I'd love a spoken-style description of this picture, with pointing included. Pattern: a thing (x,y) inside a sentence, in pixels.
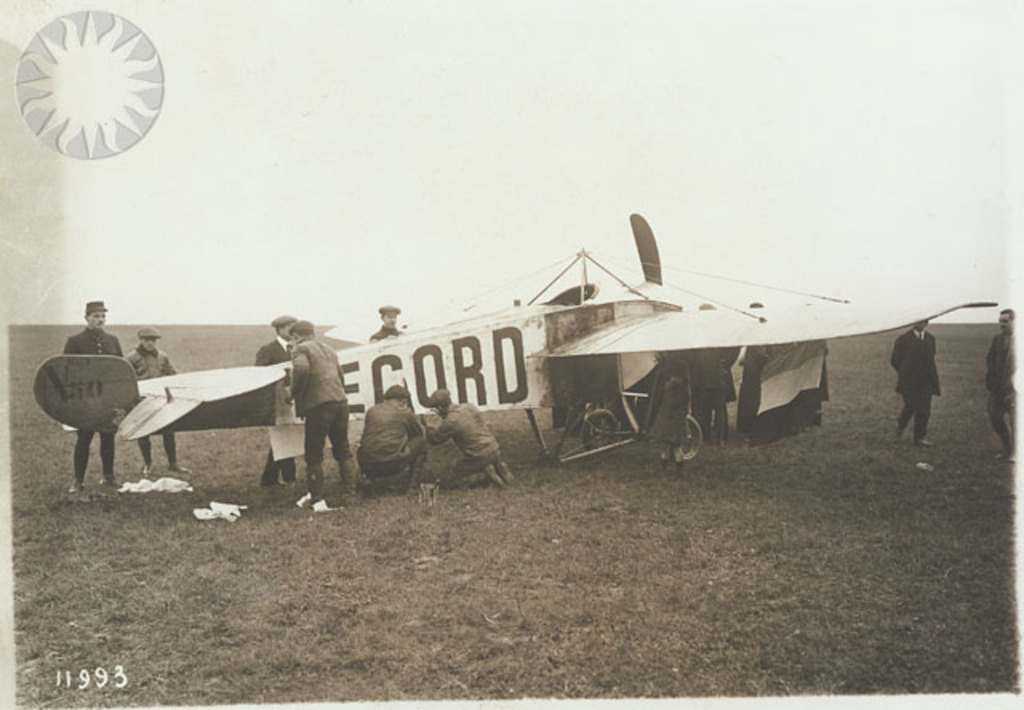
In this image I can see an old photograph in which I can see an aircraft (439,377) which is black and white in color. I can see few persons (401,449) are standing around the aircraft (351,384). In the background (814,297) I can see the sky (710,197).
